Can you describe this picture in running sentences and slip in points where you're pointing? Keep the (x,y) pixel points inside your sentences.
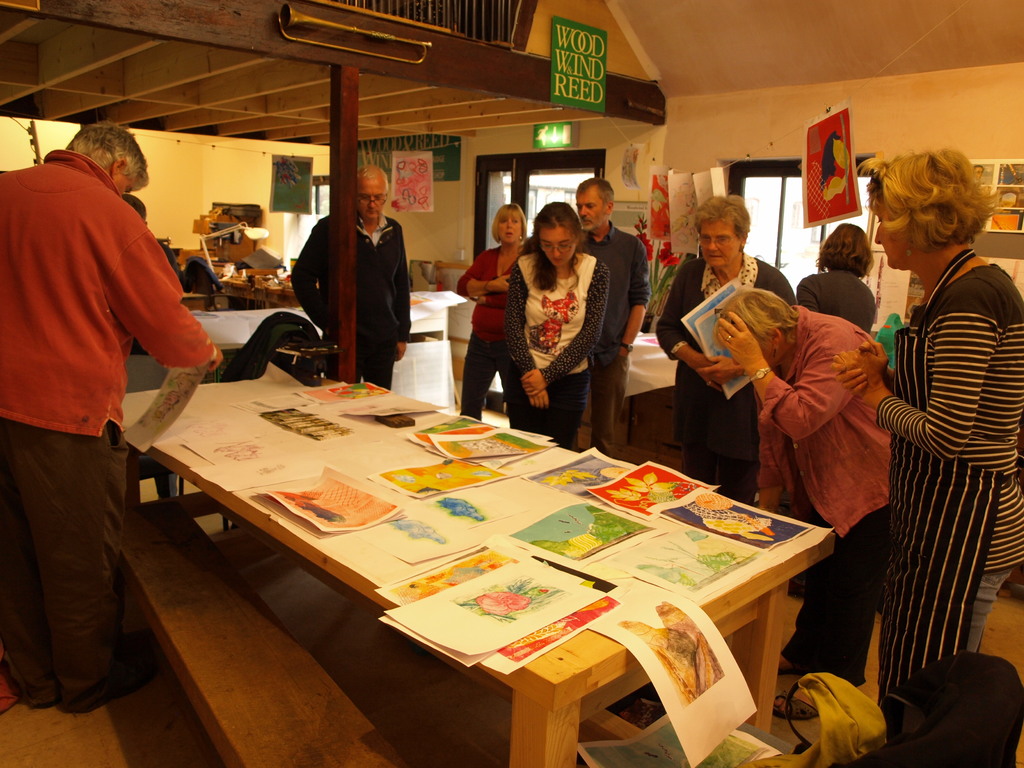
In this image i can see group of people (832,237) standing and watching the papers (635,478) on the table (410,480). In the background (395,89) i can see a table (256,310), a light (254,239), the roof (404,116), musical instruments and few boards (583,88).
